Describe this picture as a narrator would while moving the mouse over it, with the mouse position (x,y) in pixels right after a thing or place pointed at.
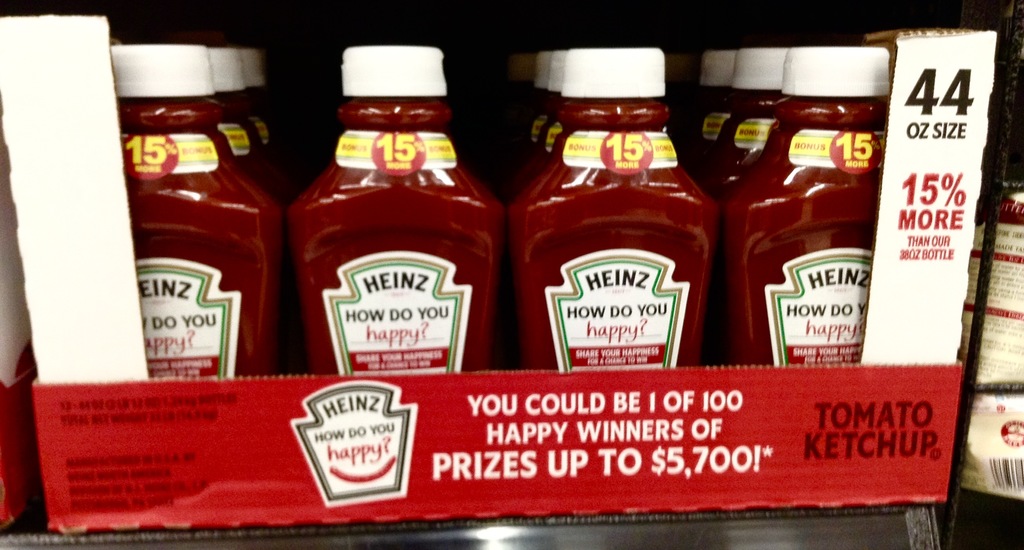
In this image I can see some bottles (176,199) in red color. Its cap (172,74) is in white color. It seems like these bottles (258,263) are placed in a box (826,425).
